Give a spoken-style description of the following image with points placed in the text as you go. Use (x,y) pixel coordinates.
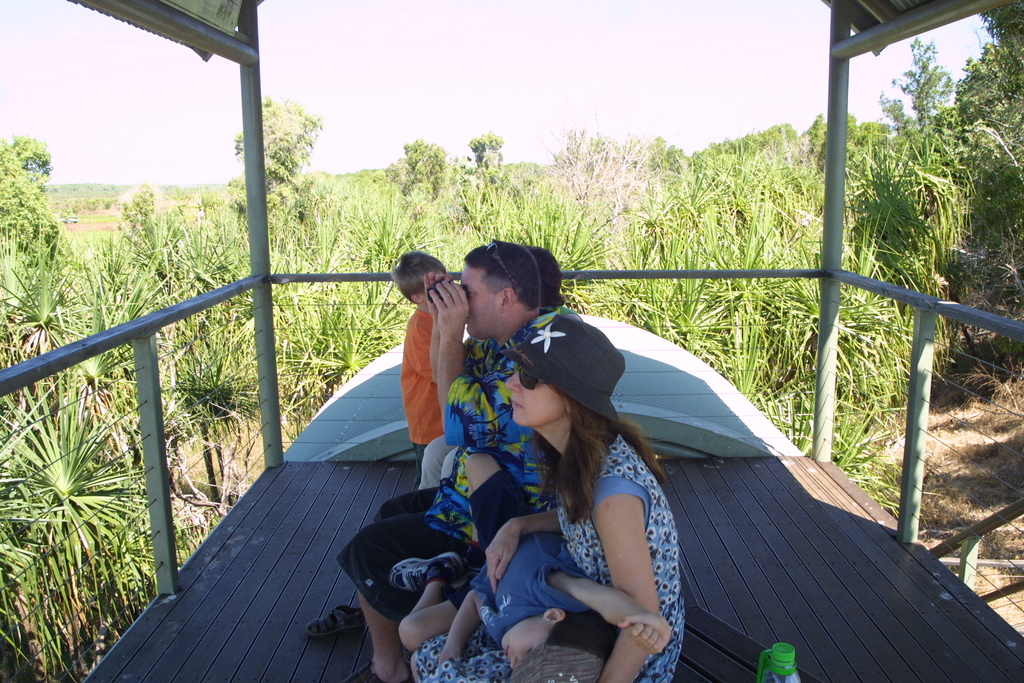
In this image, I can see three people (545,387) sitting on a bench (712,647). Here is a boy (421,406) standing. This woman (606,497) is holding another boy (554,632). This looks like a shelter (282,468). I can see the trees (541,187). This man (484,353) is holding an object (445,296) in his hands (446,301). At the bottom of the image (790,674), I can see a bottle (776,674) with a green cap (777,661).
